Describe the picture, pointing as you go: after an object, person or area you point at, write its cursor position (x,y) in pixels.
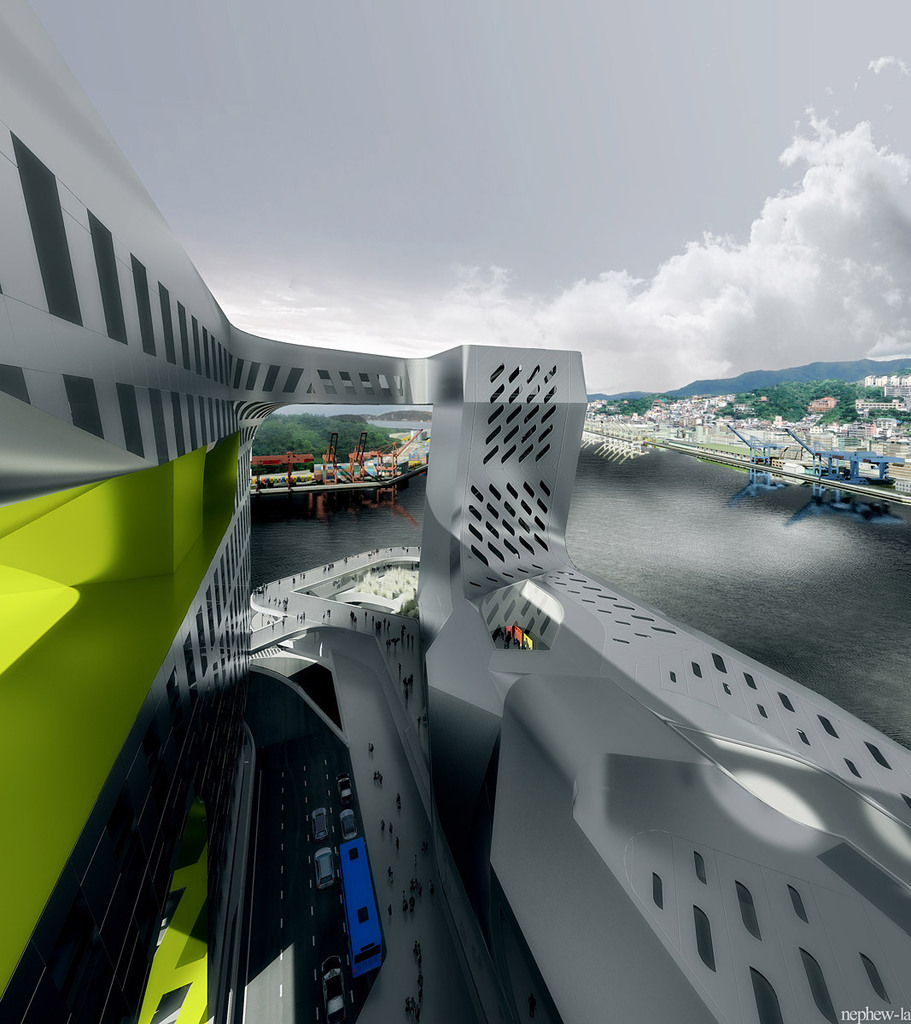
This is an architecture building (382,402). Here is the road (277,844) with vehicles (333,881). I think these are the groups of people (418,959). This looks like a river (375,515) with the water (685,497) flowing. This is the bridge (710,451). In the background (704,424), I can see buildings (693,414) and trees (812,396). These are the clouds (715,289) in the sky (574,194). At the bottom right corner of the image (866,1010), I can see the watermark (869,1020).
